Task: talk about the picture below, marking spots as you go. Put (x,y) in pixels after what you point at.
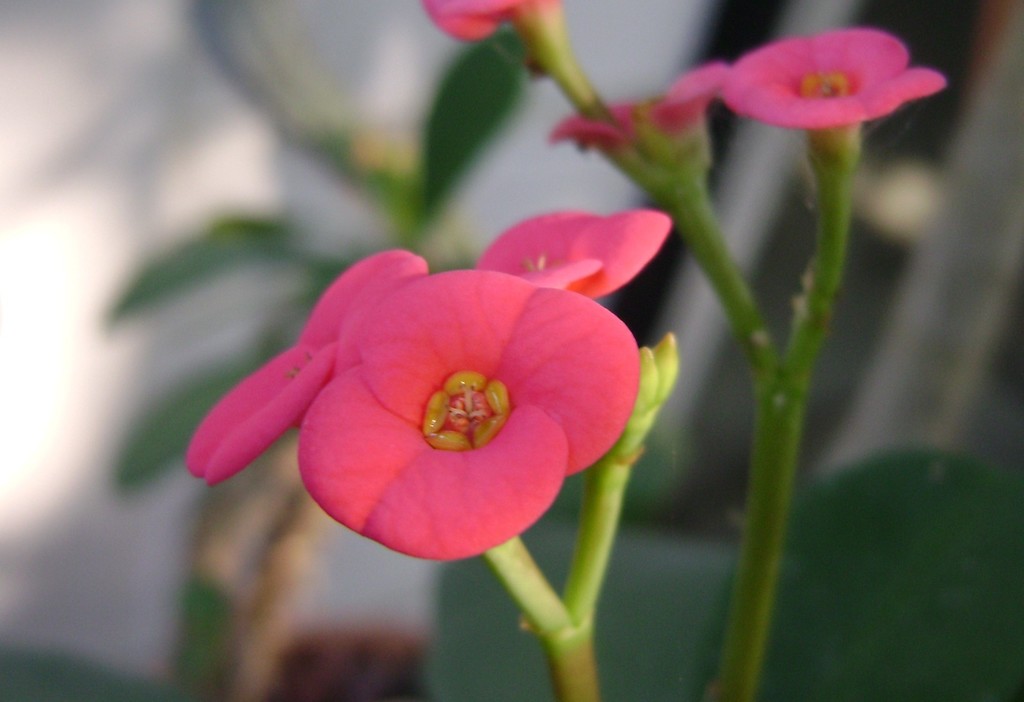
In this picture I can see flowers (456,462) with stems (636,439), and there is blur background (160,176).
